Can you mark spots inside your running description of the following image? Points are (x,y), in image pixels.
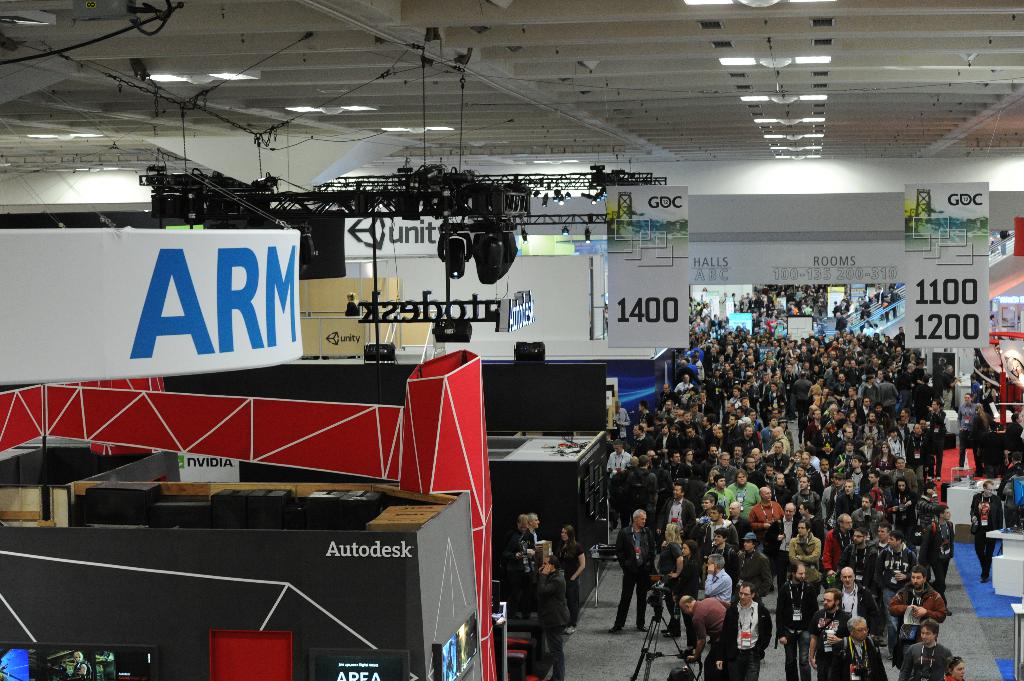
In this image there are group of people (855,460) standing on the floor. On the left side (302,502) there are so many stall (488,460). At the top (941,223) there are two hoardings (660,275). On the left side (200,187) there are lights (300,228) and cameras (468,195). At the top (653,67) there is ceiling (617,90) with the lights (733,57). In the background (877,308) there is an escalator (882,311). On the right side (998,482) there are tables (966,509) and there are few people (986,529) in between them.
